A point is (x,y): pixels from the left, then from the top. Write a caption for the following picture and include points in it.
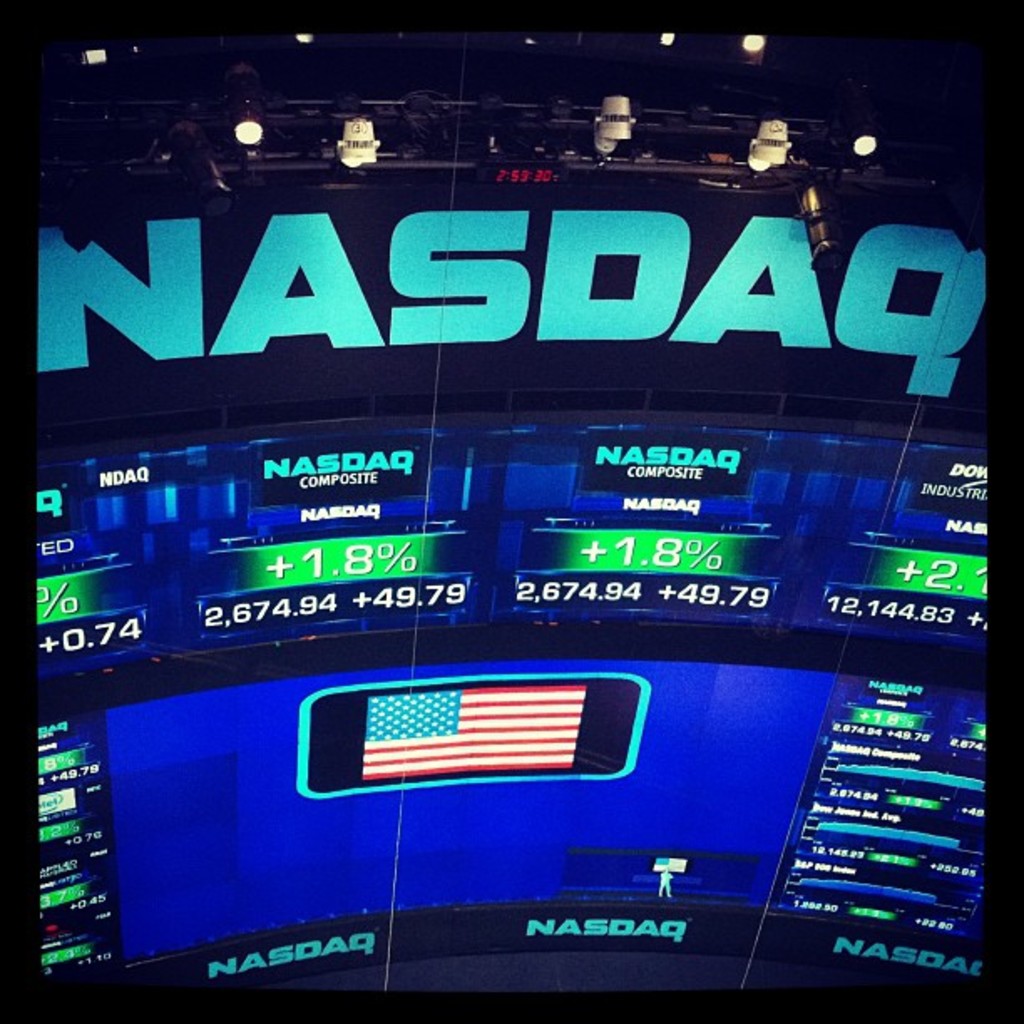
In this picture we can see a screen (735,575), on this screen (709,568) we can see some text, numbers (629,545) and a flag symbol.
